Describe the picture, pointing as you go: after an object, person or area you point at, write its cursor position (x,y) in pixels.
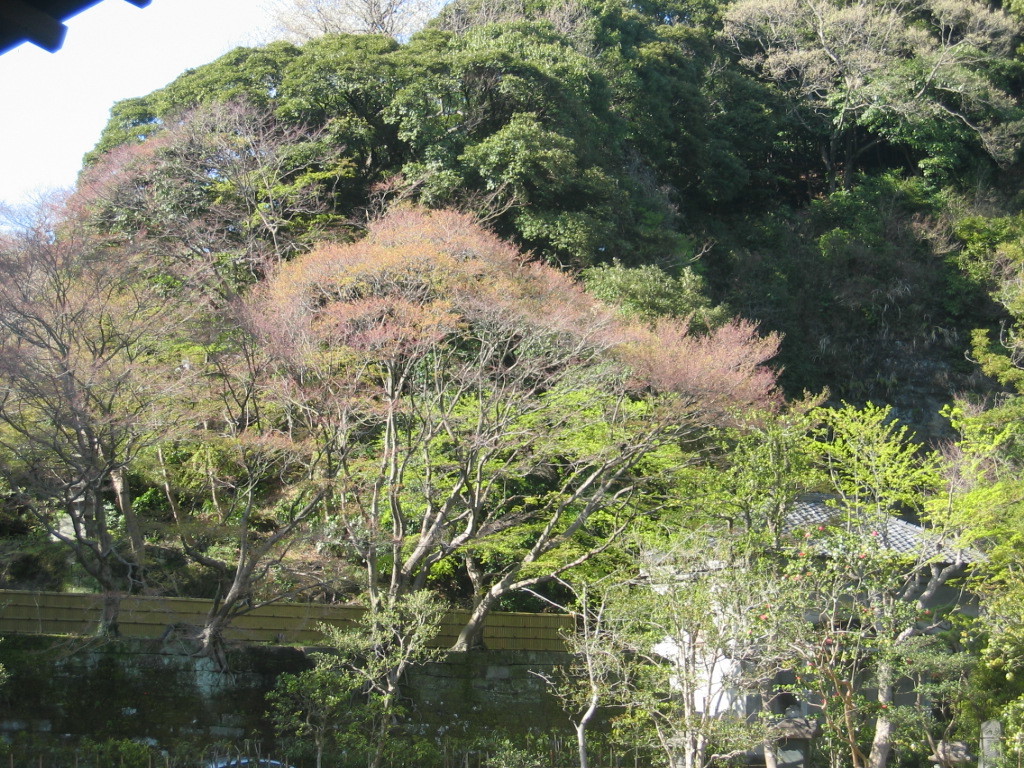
In this image I can see a house (741,601), a fence (364,612) and the sky (73,73) in the background (120,71).
